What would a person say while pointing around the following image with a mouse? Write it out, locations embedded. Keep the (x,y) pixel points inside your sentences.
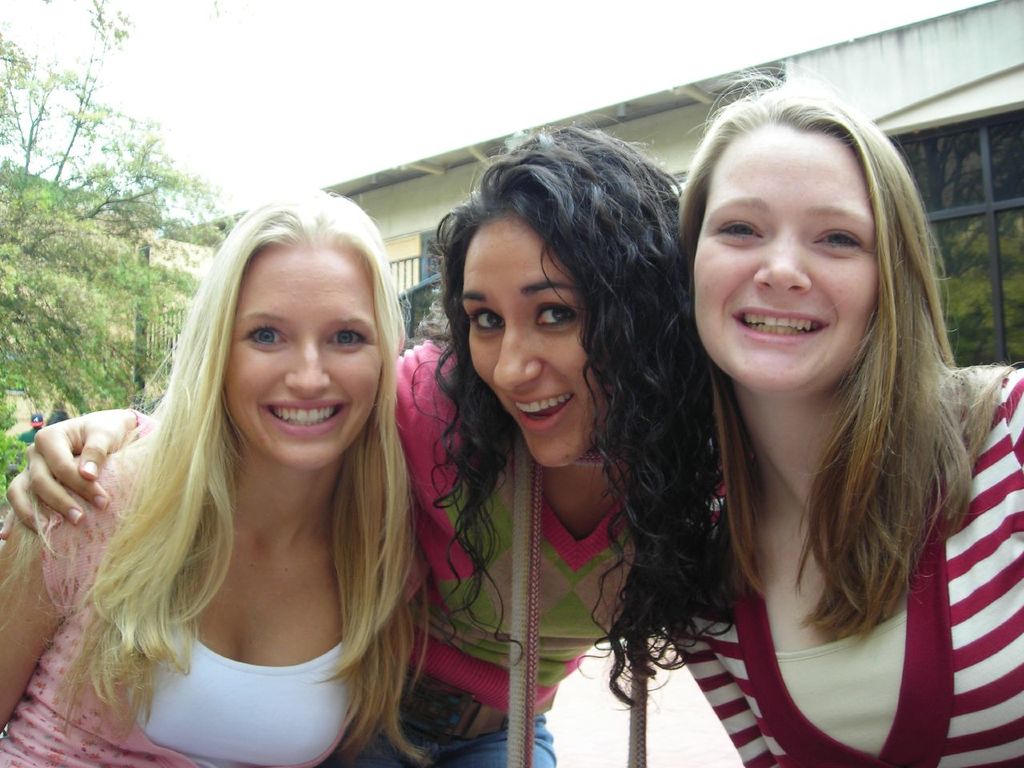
There are three women (477,481) holding each other and there is a building (492,156) and a tree (83,313) in the background (78,300).
